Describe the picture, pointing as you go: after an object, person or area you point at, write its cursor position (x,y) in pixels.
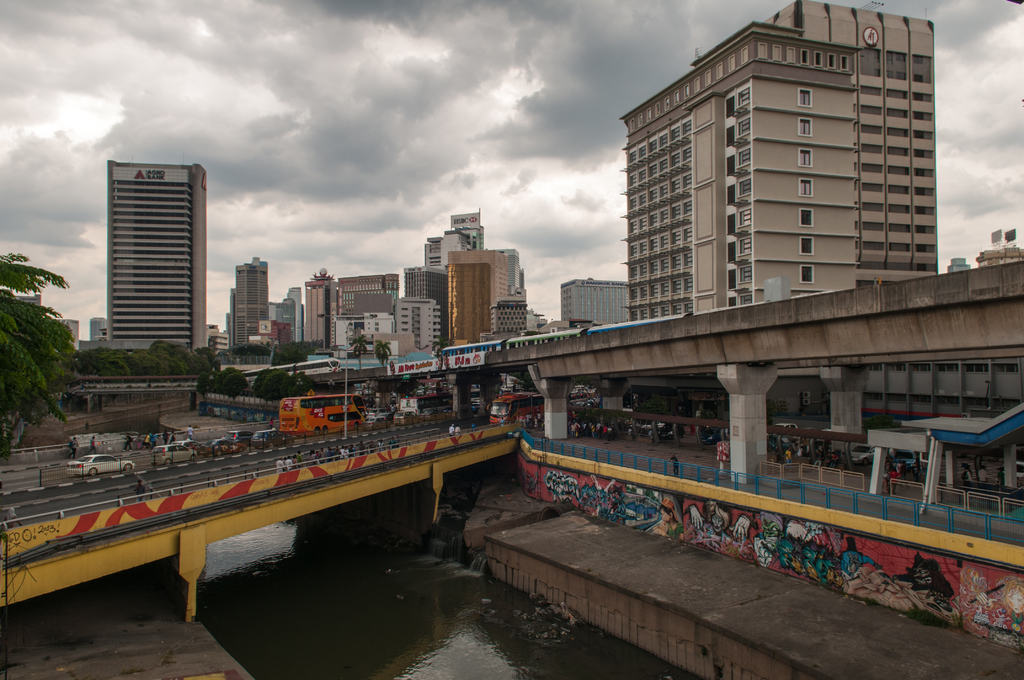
In the foreground of this image (284,542), there is a bridge (327,476) under which, water (342,623) is flowing. We can also see vehicle (221,451) moving on the bridge (306,447) and trains (311,365) moving on the flyover (552,364). In the background (114,370), there are trees (175,366), buildings (753,255), sky (571,184) and the cloud (545,61).
